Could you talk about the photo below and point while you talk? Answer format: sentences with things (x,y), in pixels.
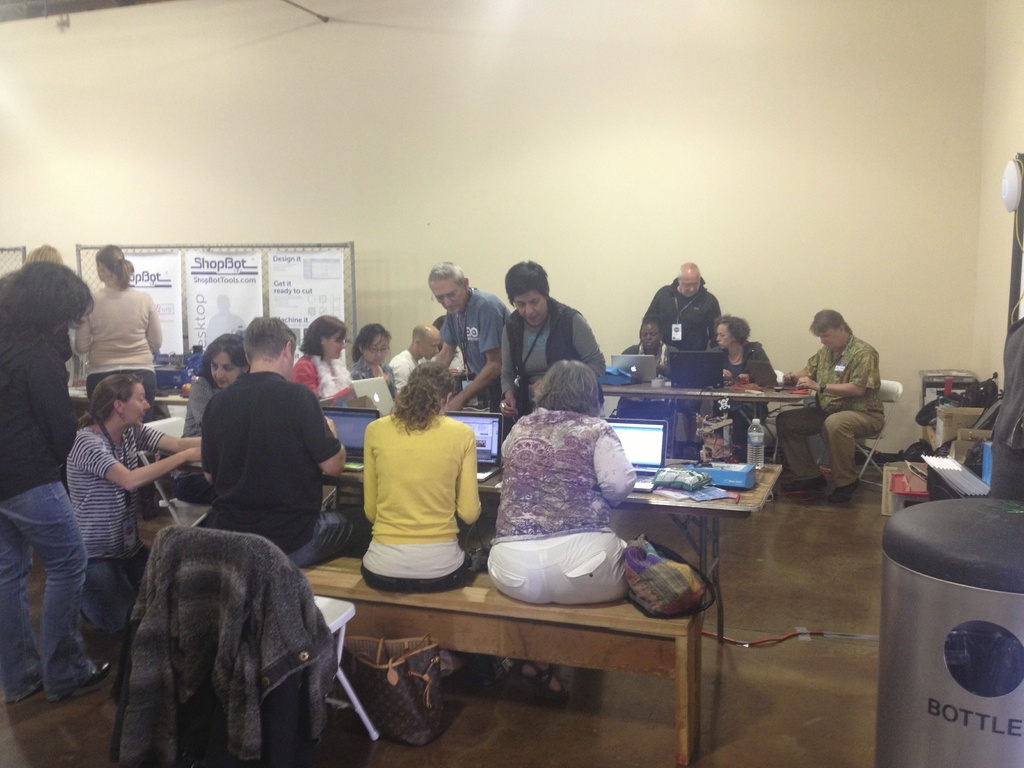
In the image few people (68,320) are sitting and standing and there are some tables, on the tables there are some laptops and bottles (759,442). Behind them there is fencing (349,346), on the fencing (169,246) there are some banners (304,253). At the top of the image (222,226) there is a wall (933,233). In the bottom right side of the image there are some tables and boxes (972,418).
